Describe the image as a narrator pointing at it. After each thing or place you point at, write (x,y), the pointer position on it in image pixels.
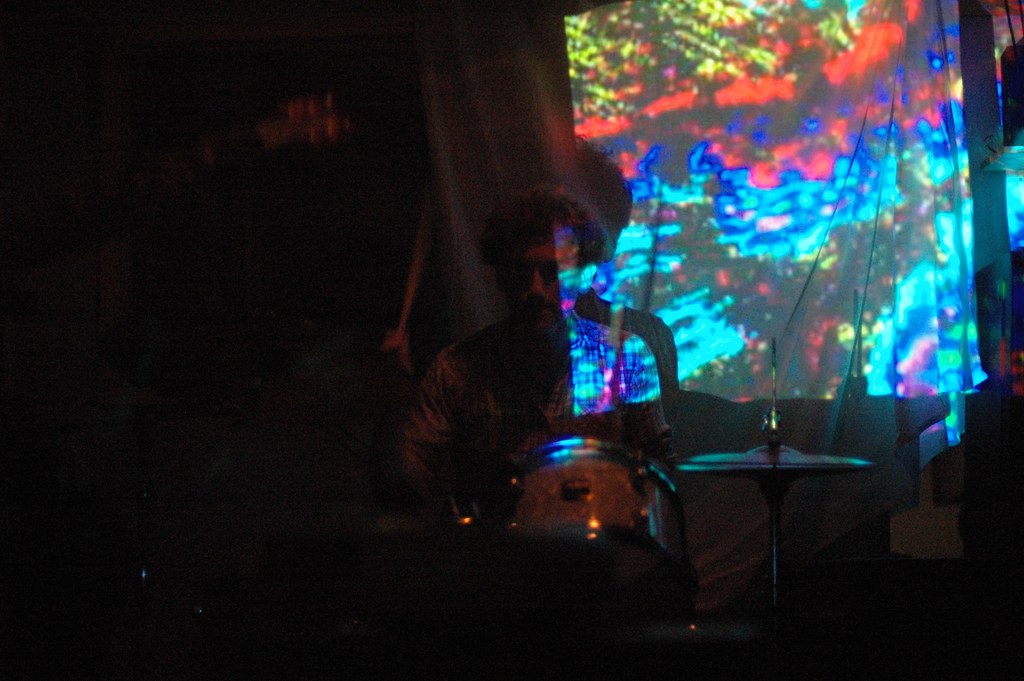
In this image there is a man (528,365) playing musical instruments (539,515), in the background (942,20) there is a curtain (530,12) and there is a light (779,37), on the left side (32,507) it is blurred.
